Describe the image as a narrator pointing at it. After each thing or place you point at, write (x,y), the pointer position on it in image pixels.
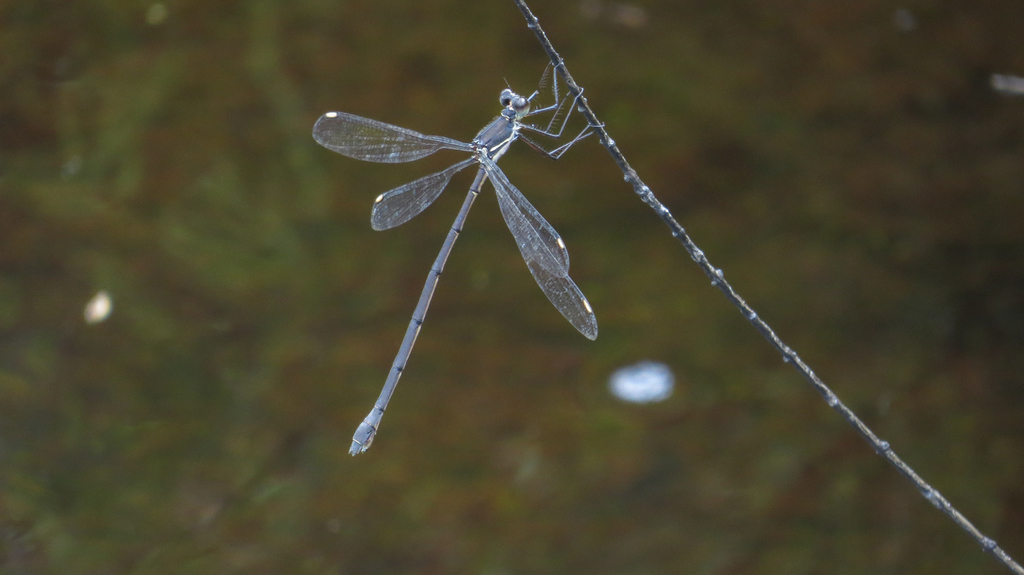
In this image I can see a insect (425,176) visible on thread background (887,393) is in green color.
